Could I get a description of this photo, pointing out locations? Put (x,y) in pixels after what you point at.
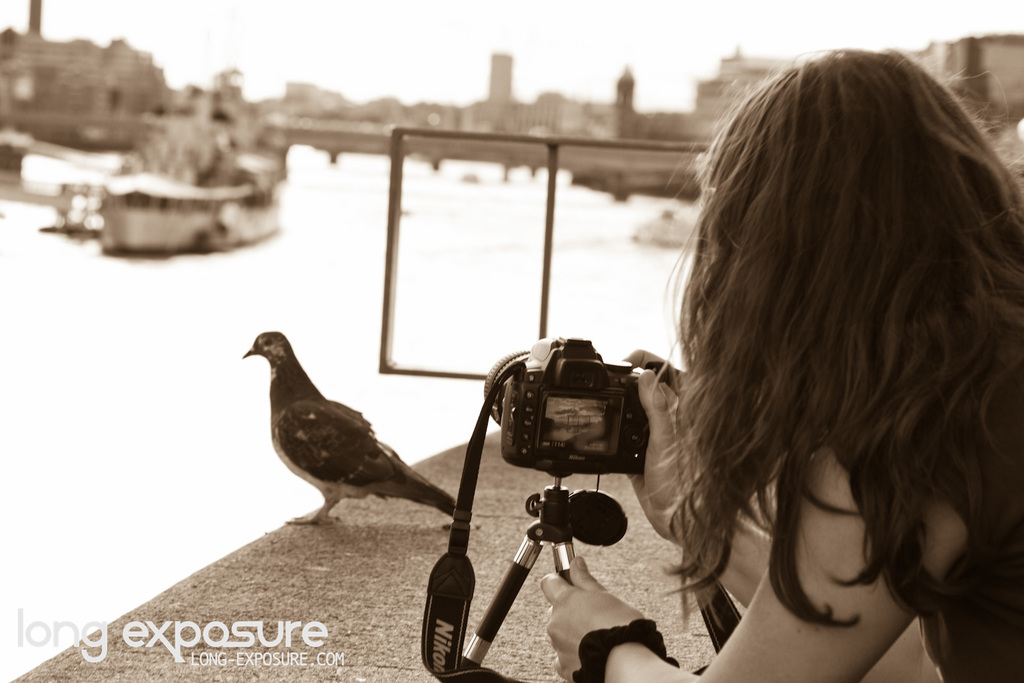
in this image i can see a person (787,493) holding a camera (589,455). in front of her there is a bird (317,465). behind the bird (319,430) there is water (115,304) and many buildings (94,116).
